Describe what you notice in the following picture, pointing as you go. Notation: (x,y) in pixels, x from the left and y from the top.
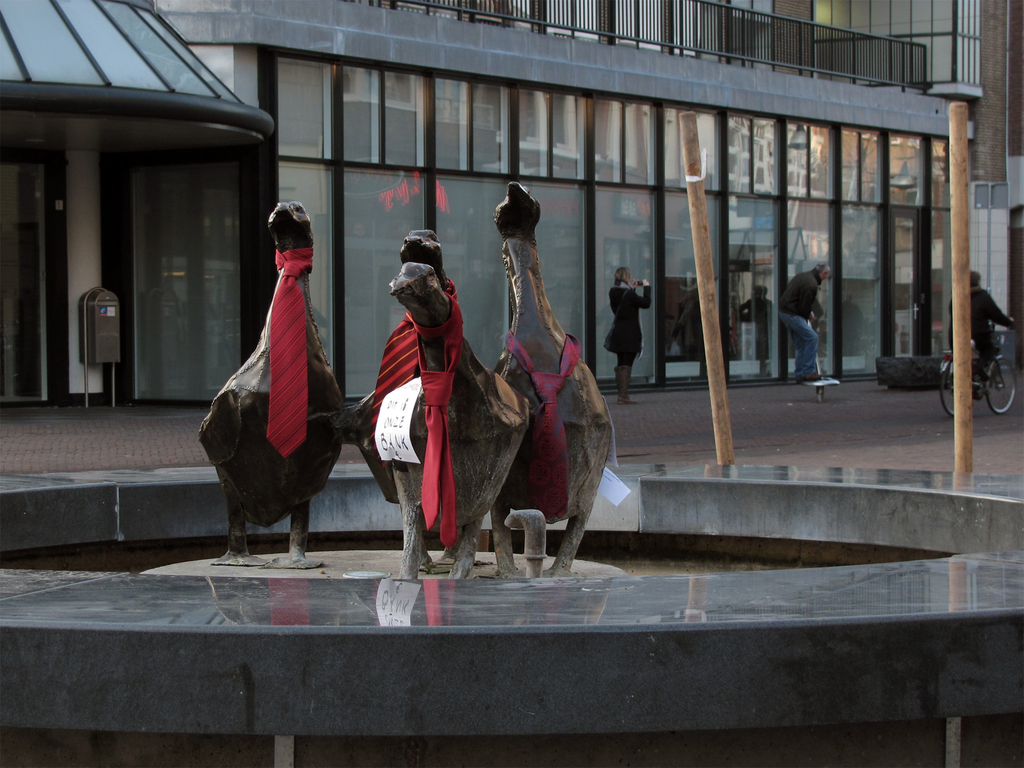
In the center of the image (550,356) we can see statues (582,497) and wearing tie (412,377) and also we can see papers (407,409). In the background of the image (491,273) we can see buildings (411,187), door (915,351), wall (611,47), grills (866,58), some persons (980,328), poles (967,292), bag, bicycle (951,367), ground (830,400).
